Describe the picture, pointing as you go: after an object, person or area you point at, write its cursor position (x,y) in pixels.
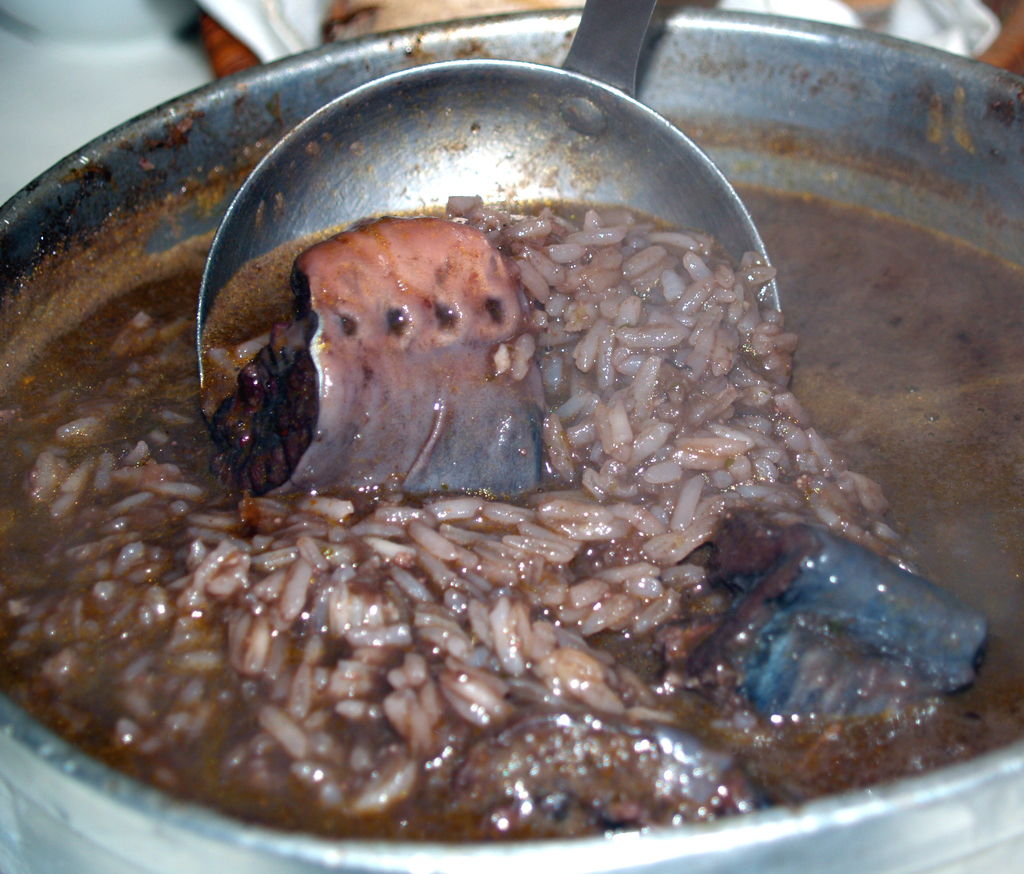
In the foreground of this image (488,460), there is some food item (582,500) in a bowl (103,206) like an object (244,838) and we can also see a spoon (585,109) in it. At the top (277,15), there are few objects (279,10).
